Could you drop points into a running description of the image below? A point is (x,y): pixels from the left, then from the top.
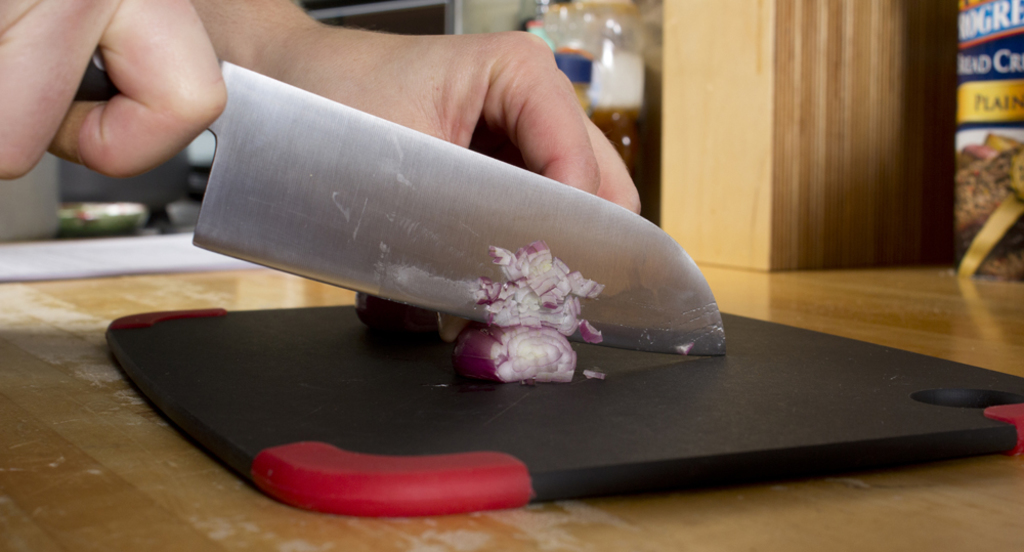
In this picture we can see a human (381,103) chopping onions (498,320) on the chopping board (597,448). This a wooden table (881,507). On the background of the picture (641,83) we can see bottles (596,47). On the right side of the picture (985,145) we can see some packet (990,141).
